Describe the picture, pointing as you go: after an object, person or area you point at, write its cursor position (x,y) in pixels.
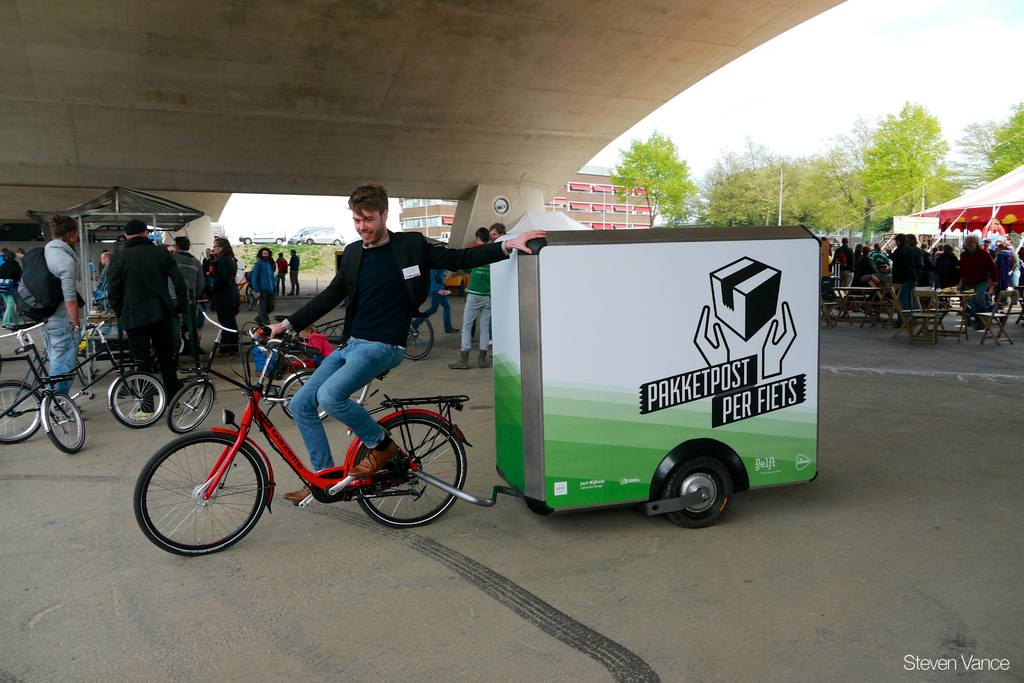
In this picture there are group of people (1012,257). In the foreground (604,448) there is a person (391,433) sitting on the bicycle (209,494) and he is holding the trolley (686,411). On the left side of the image (135,225) there are bicycles (45,395) and there are people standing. On the right side of the image (991,287) there are group of people (941,287) standing at the tables (836,294) and there are tables (845,307) and chairs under the tent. At the back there is a building (595,194) and there are trees (907,118), poles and vehicles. At the top (770,60) there is sky (824,42). At the bottom (483,617) there is a road (501,607).
